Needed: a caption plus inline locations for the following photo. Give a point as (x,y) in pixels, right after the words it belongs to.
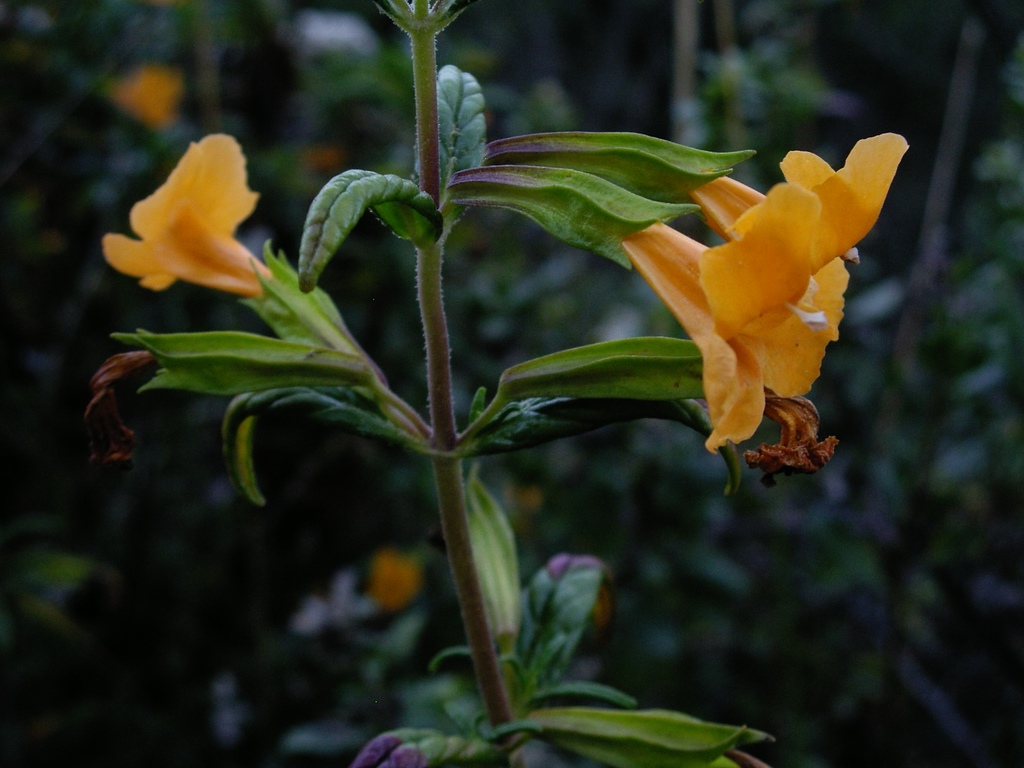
In this image I can see the orange color flower (766,305) to the plant (597,691). In the background (273,599) I can see few more plants (146,491) but it is blurry.
